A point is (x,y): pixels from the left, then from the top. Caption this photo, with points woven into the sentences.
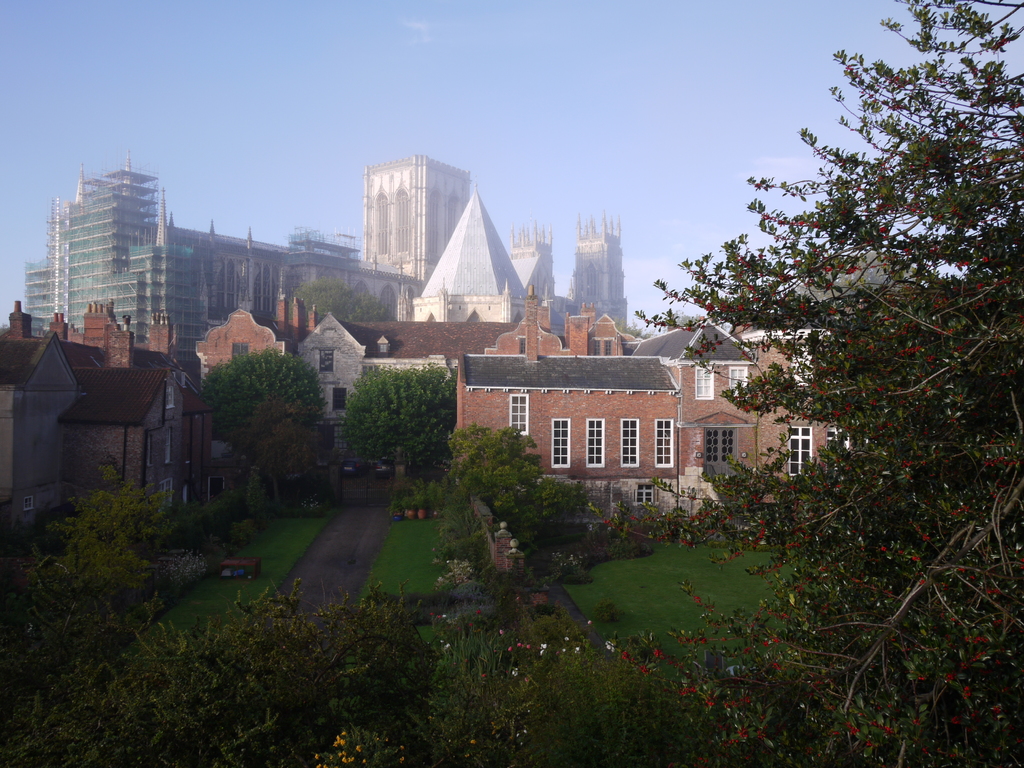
In this image in the center (495,371) there are houses (311,345) and buildings (249,299), trees (965,466). At the bottom of the image (465,671) there are some trees (294,590), and in the center of the image (344,507) there is grass (424,567) and walkway (378,541) and poles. At the top (355,84) there is sky (418,111).
